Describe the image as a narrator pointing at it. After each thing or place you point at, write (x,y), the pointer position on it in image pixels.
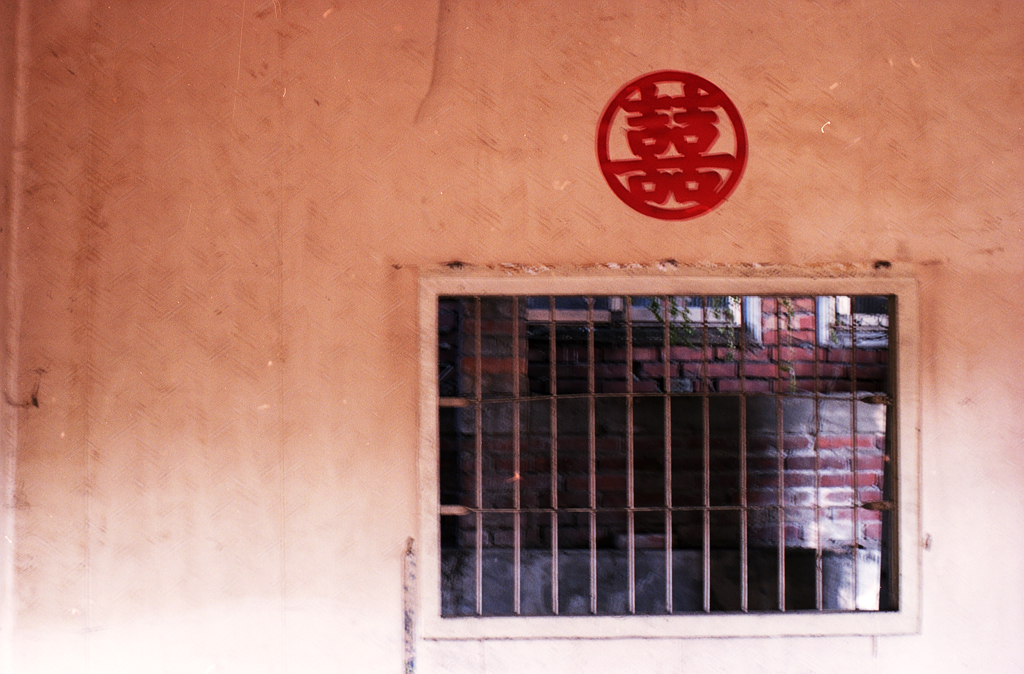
In this picture we can see symbol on the wall (613,230) and window (743,413), through window (745,456) we can see wall (795,422) and windows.
